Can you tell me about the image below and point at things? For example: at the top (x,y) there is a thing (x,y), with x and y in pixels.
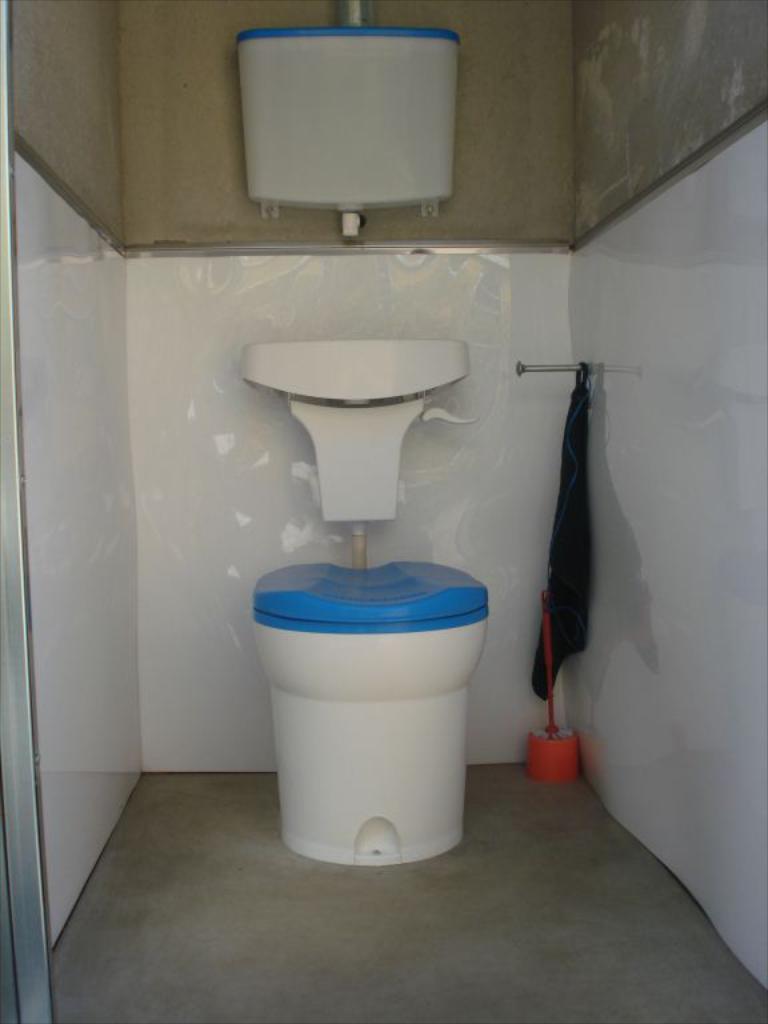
In this picture I can see there is a toilet seat (290,727), a flush tank (280,186) and there is a toilet brush (544,645) and in the backdrop (95,463) I can see there is a wall (76,528).
